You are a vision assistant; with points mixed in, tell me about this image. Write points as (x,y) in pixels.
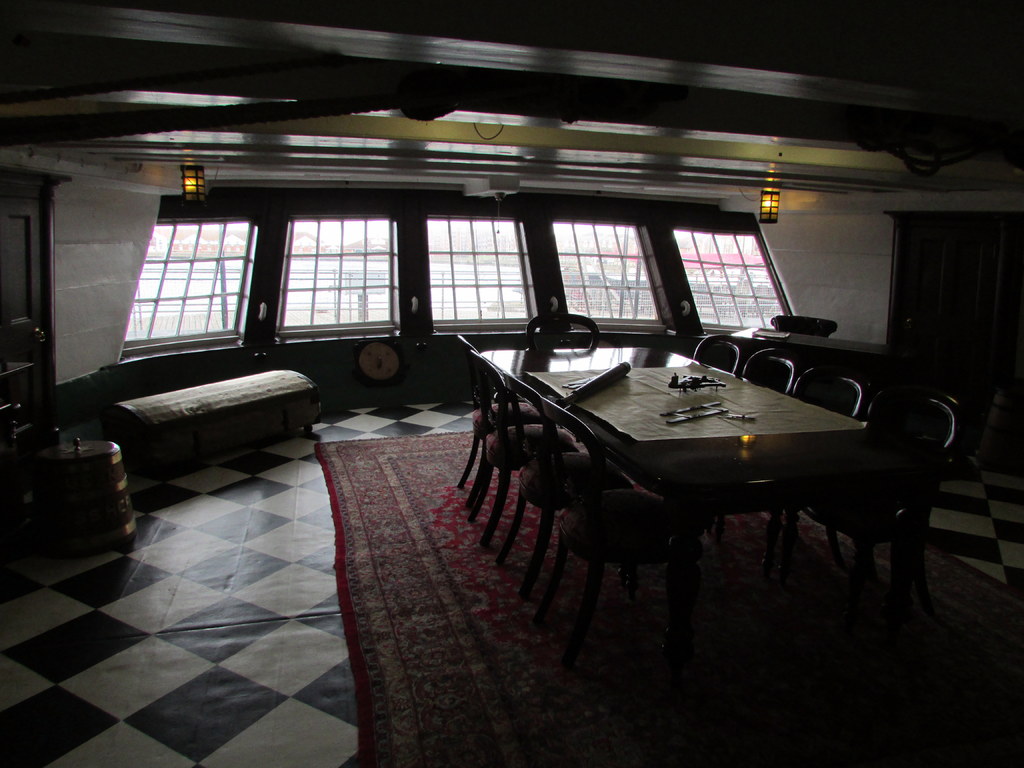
This is an inside view picture. In the background (305,276) we can see the lights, windows (243,259) and an object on the wall (404,383). We can see the chairs (520,381) near to a table (796,479) and on the table (730,491) we can see few objects (730,399). On the right (895,263) and left side of the picture (26,245) we can see cupboards (18,257) and few objects (15,413). At the bottom portion of the picture (420,661) we can see a carpet (466,633) on the floor (264,681).
